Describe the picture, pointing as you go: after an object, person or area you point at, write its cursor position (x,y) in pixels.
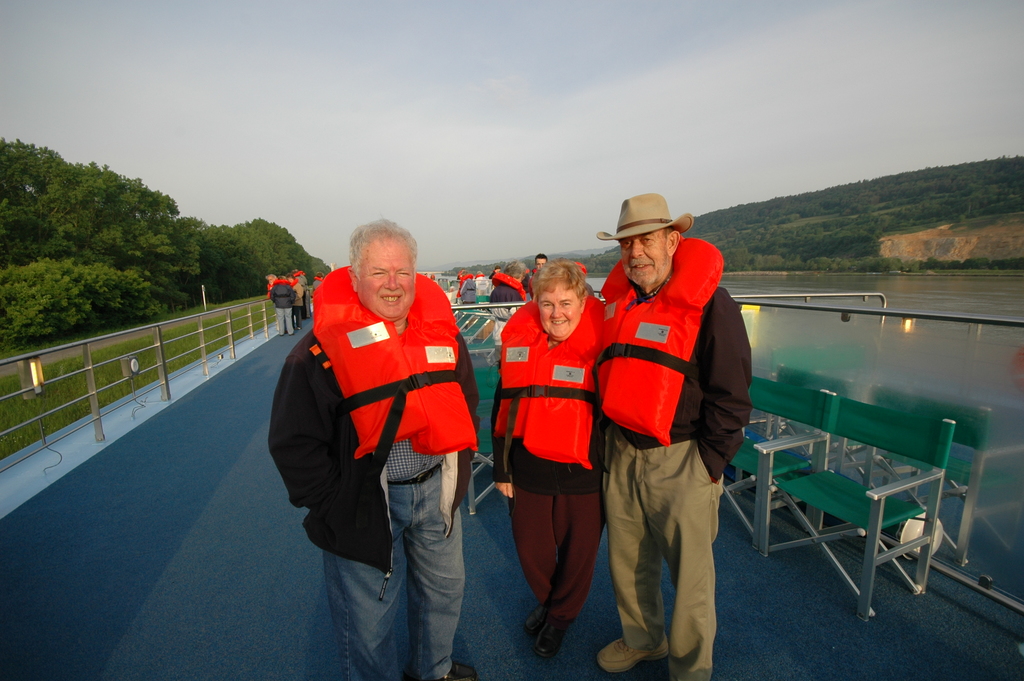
In this picture there is a lady (561,316) and two men (432,379) in the center of the image (470,395), they are wearing jackets (566,408) and there are other people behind them, it seems to be they are on a boat deck (277,359), there are chairs (854,426) on the right side of the image (862,415), there are trees (0,292) and water (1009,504) in the background area of the image (105,215).
